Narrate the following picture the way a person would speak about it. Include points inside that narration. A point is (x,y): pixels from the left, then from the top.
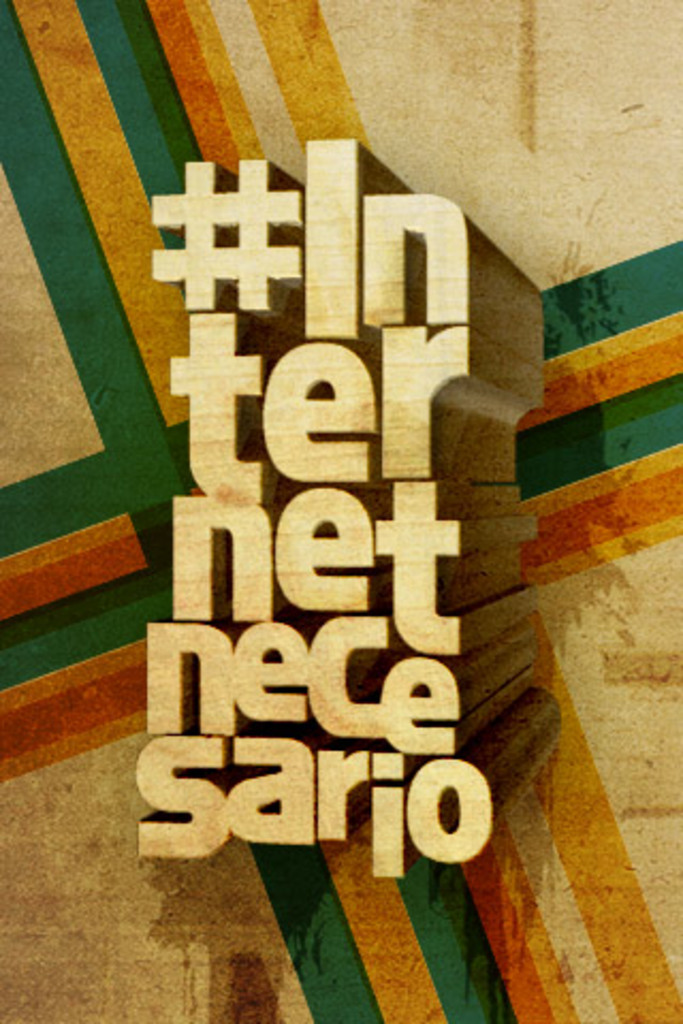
In this picture we can see a poster (248,176), there is some text (235,320) in the middle (364,443).
